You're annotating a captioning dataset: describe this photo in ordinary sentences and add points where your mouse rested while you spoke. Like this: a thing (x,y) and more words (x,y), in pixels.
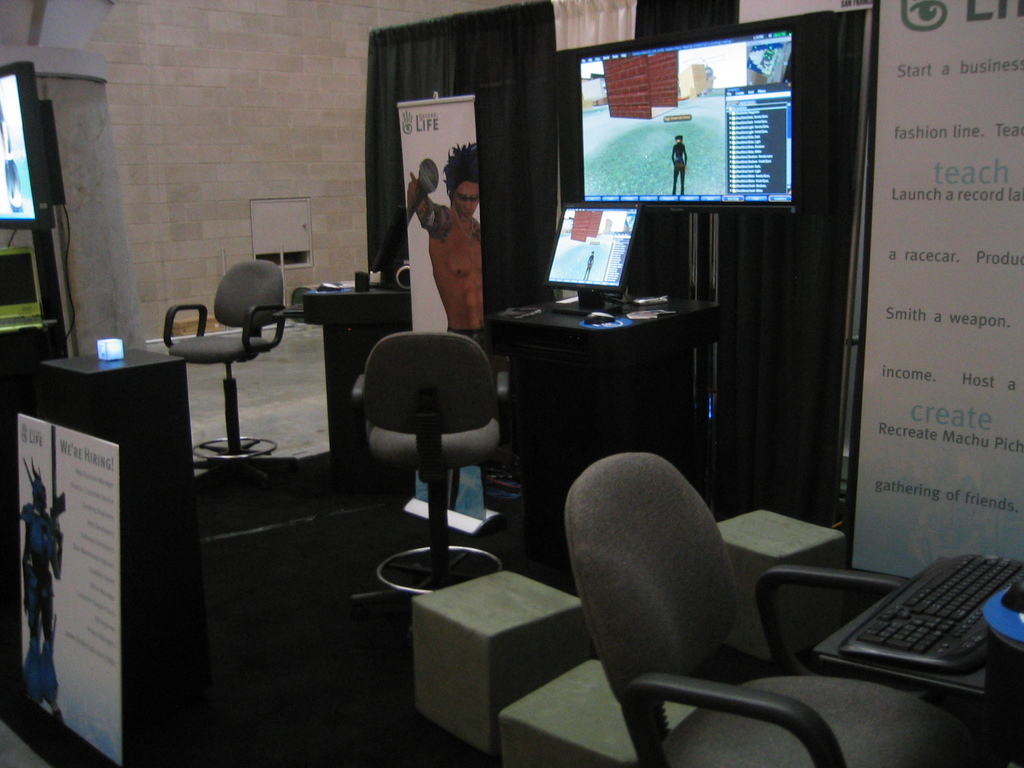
In this picture we can see a wall (224,172), television screens (670,180), empty chairs (805,762) and on the table (617,336) we can see a monitor (601,258), mouse (609,319) and a mouse pad (625,320). We can see few banners (424,198). This is a keyboard (941,637).
